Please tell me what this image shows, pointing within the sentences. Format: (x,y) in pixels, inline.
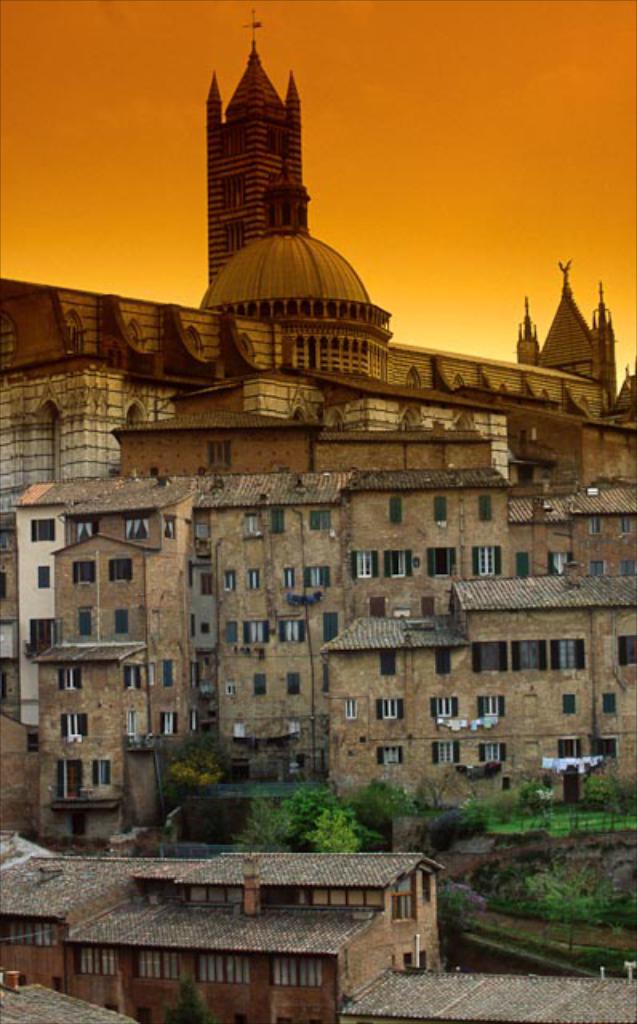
In the image there are buildings (354,533) with walls (461,660), windows (433,711) and roofs (324,862). And there are trees (542,878). At the top of the image (346,18) there is sky (133,123).
